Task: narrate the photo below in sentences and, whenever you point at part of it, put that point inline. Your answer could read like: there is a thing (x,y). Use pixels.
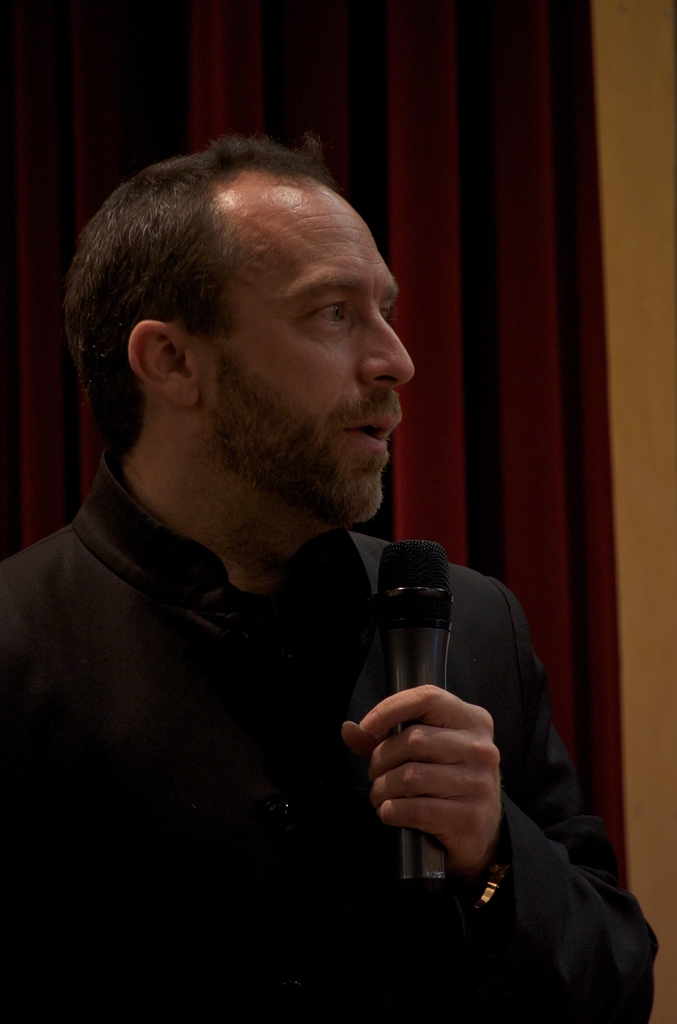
This picture shows a man (224,692), holding a mic (408,592) in his hand (487,823). In the background (512,309), there is a red curtain (510,190) and a wall (624,317) here.
